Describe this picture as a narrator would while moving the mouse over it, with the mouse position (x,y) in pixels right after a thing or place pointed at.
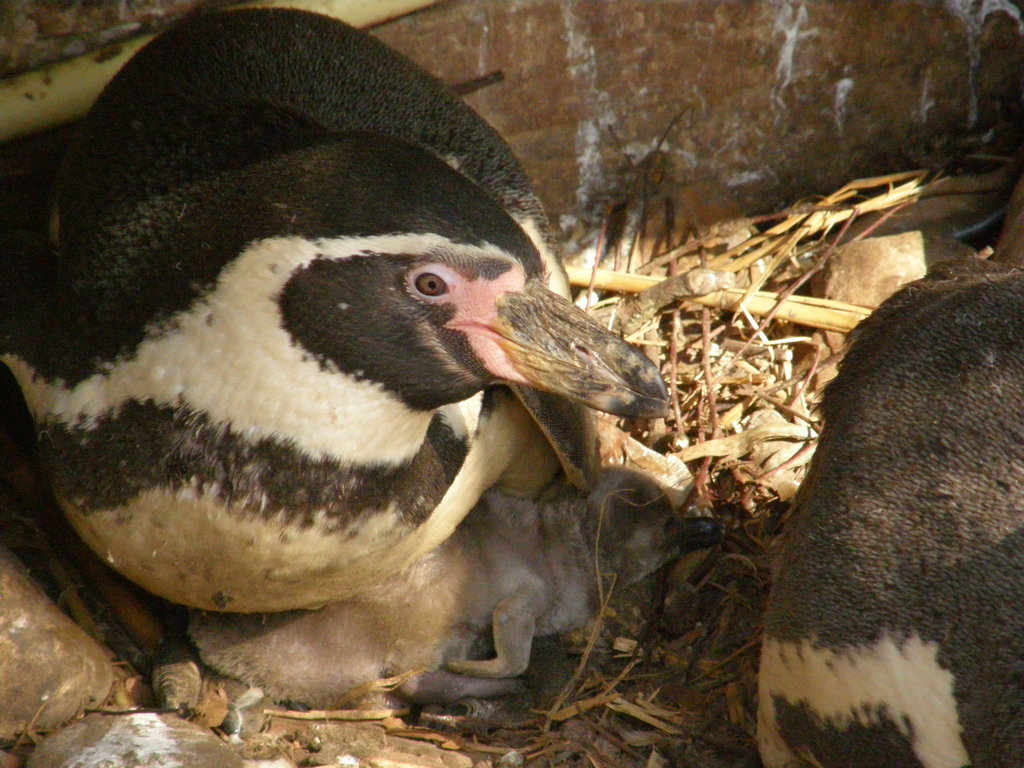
In this picture we can see birds (525,661), dried grass (731,605) and stones (122,720). In the background of the image (592,34) we can see wall (595,6).
